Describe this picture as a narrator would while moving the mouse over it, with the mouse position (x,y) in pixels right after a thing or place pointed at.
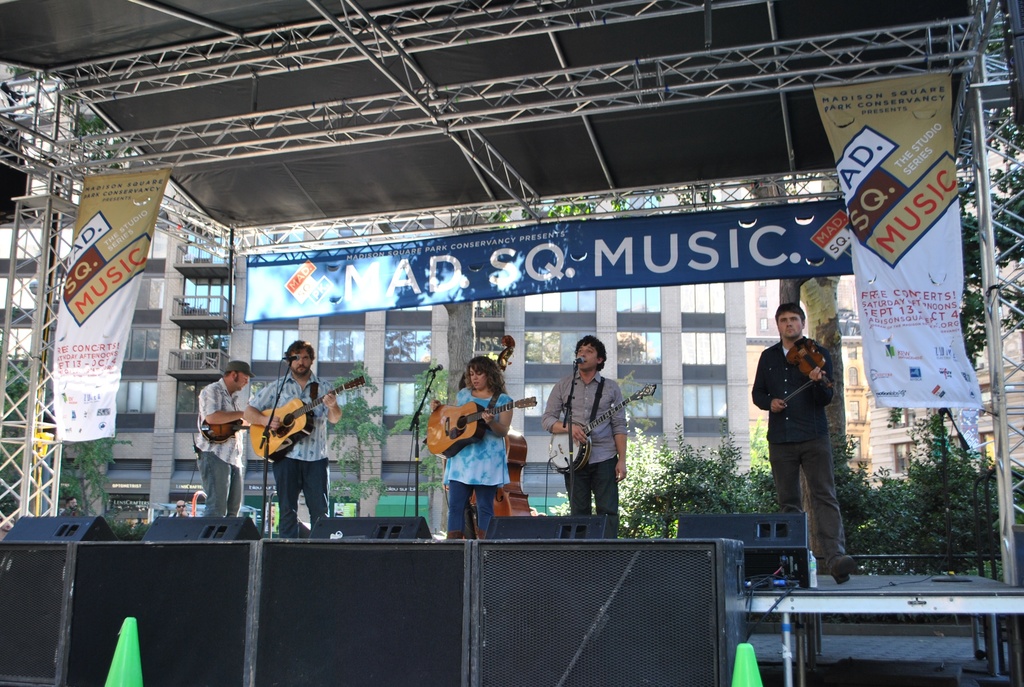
There are few persons (820,499) playing musical instruments (525,509). Here we can see banners (256,267), trees (886,522), board (266,295), poles (27,190), and buildings (595,325).
